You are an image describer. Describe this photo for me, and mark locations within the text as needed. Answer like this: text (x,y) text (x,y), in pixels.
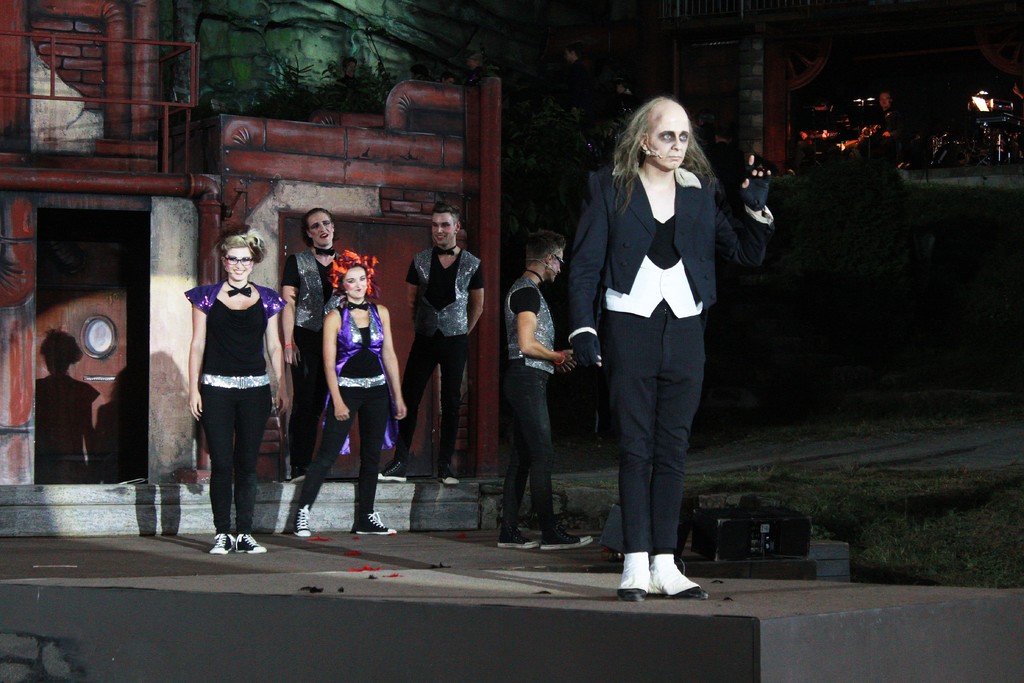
Here in this picture in the front (664,275) we can see a person (631,290) standing on the stage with weird makeup (684,157) on him and behind him also we can see a group of people (343,302) standing over there and all of them are smiling and behind them we can see a set (193,125) present over there.
